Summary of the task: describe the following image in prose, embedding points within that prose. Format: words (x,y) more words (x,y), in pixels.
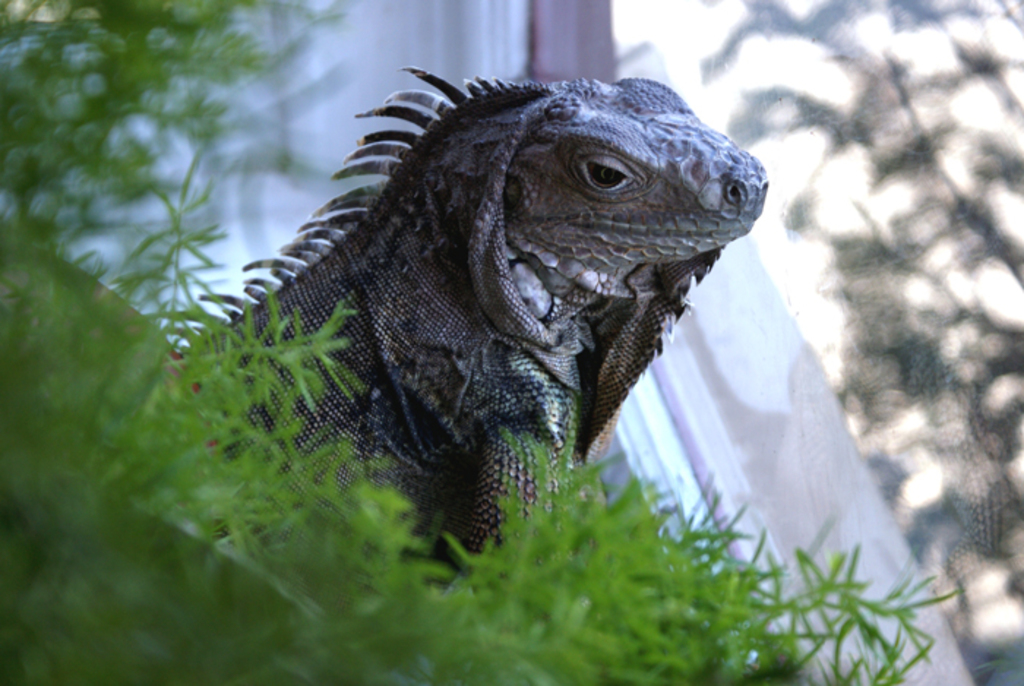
In the foreground of this image (154,530), there is a plant (239,631). Behind it, there is a garden lizard (599,324). On the right (934,260), it seems like a glass (931,245) in the background (915,218).
